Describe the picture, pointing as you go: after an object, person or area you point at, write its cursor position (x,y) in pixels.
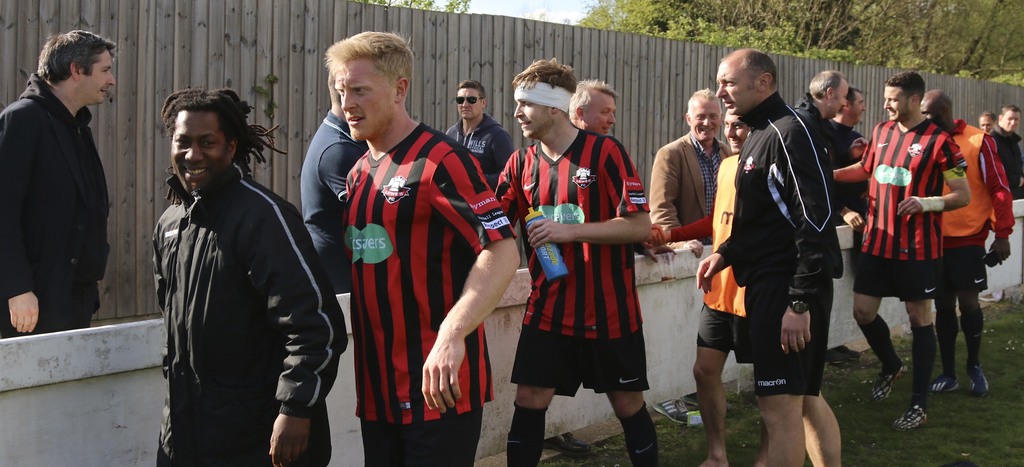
In the image we can see there are many people (453,152) standing, they are wearing clothes (970,243) and shoes (842,362). This is a wrist watch (803,305), bottle (553,254), goggles (460,100), headband (555,100), grass (958,419), wooden fence (249,27), trees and a sky (589,6).
